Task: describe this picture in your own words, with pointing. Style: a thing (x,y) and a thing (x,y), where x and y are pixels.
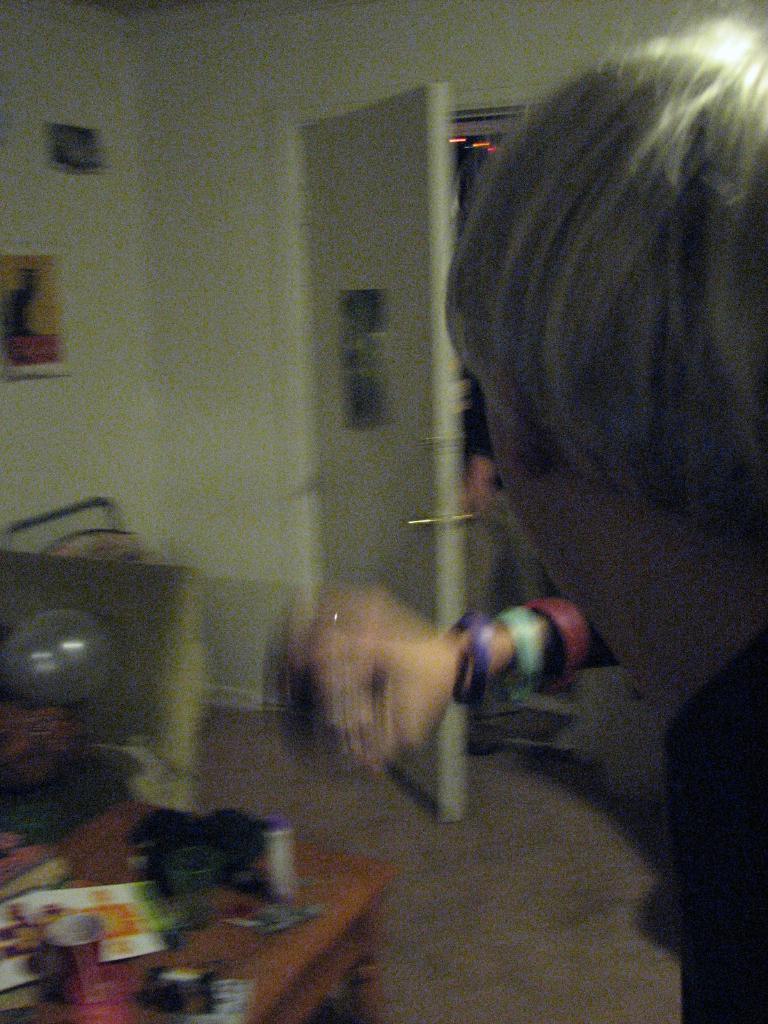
In the image we can see there is a person (368,702) and there is glass (101,945), bottle (269,840) and paper (146,939) and kept on the table (228,906). There is a sofa (133,611) and there is a photo frame (26,295) on the wall (261,298). Behind there is a door (413,273) and background of the image (422,269) is little blurred.
